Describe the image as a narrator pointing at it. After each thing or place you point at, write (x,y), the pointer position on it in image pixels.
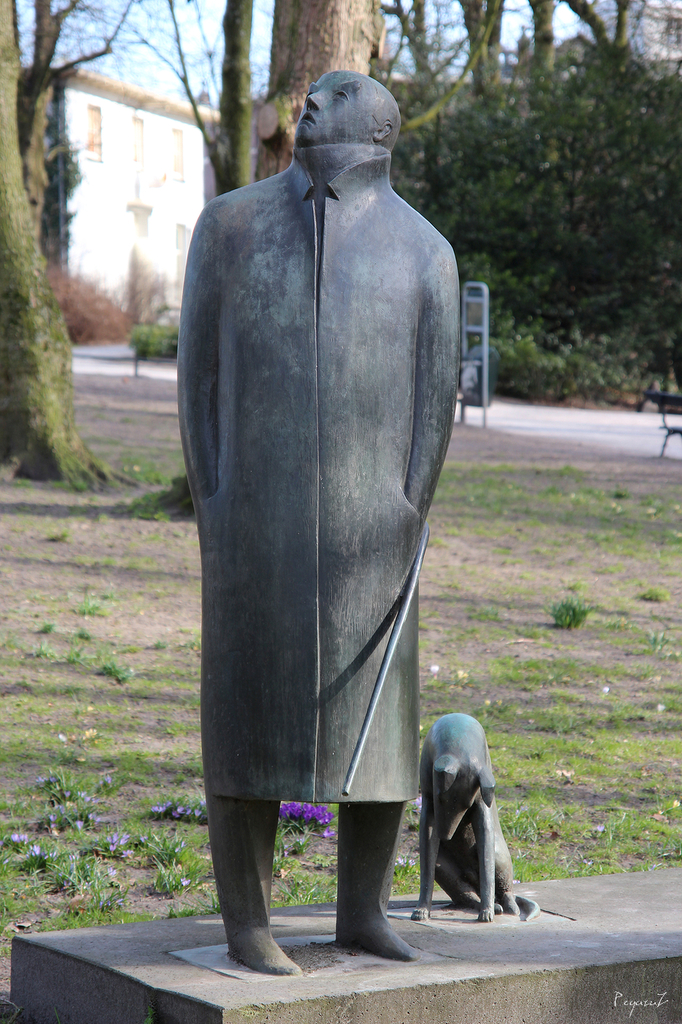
This image consist of statue (359,528) which is in the center (383,476) and in the background (128,182) there are trees (478,207), there is a building (145,203), and there is grass (145,798) on the ground (155,798).
